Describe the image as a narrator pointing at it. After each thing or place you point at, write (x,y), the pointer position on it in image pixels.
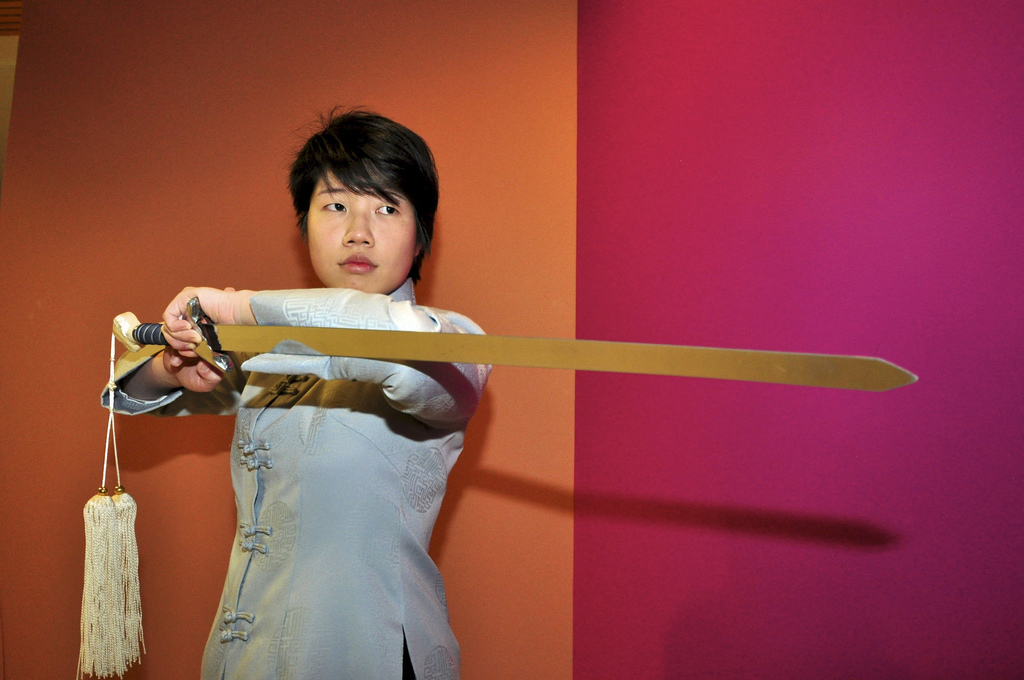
In the center of the image (343,265) we can see a person (393,135) is holding a sword (557,342). In the background of the image (932,486) we can see the wall (189,51).
